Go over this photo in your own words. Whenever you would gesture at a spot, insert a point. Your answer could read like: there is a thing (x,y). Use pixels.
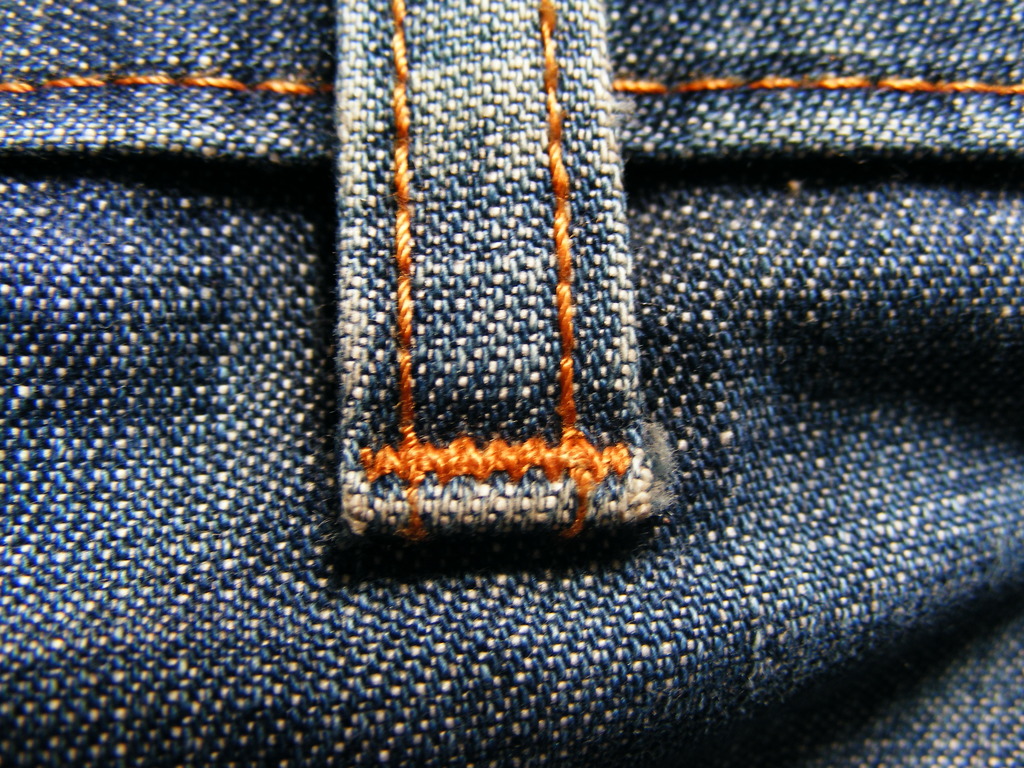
In this image we can see jeans cloth (406,319).
